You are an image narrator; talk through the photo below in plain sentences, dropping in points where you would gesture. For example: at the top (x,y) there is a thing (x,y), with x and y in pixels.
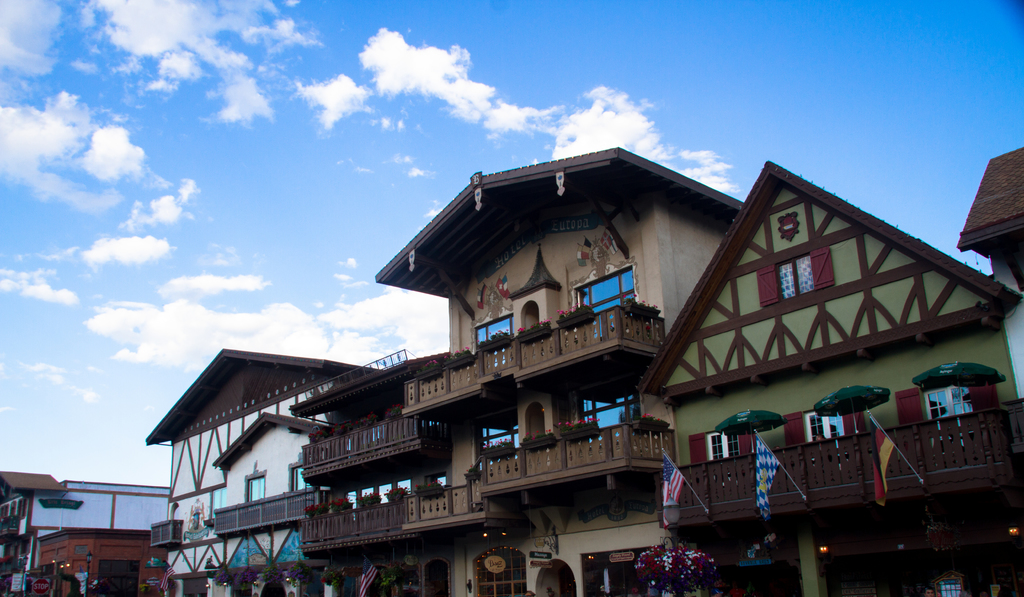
In this image there are buildings (454,405) one beside the other. On the right side (883,481) there are flags (878,465) attached to the building (838,446). At the top (764,47) there is the sky (764,37). At the bottom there are flower plants (270,574). There are three umbrellas (853,408) in the balcony (856,459). There are lights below the building (893,553).
